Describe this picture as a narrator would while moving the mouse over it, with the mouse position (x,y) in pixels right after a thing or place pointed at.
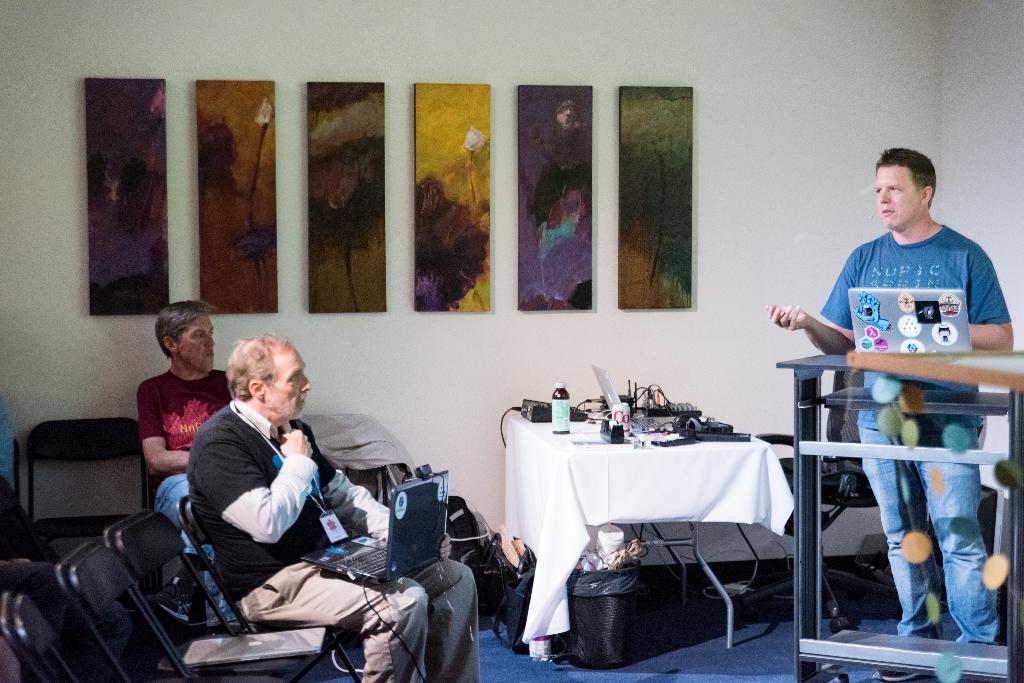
On the right side of the image (904,572) there is a man (927,466) standing. There is a podium (810,368) placed before him. On the left (279,488) there are two people (285,507) sitting on the chairs (202,549). In the center (536,442) there is a table (592,471), we can see laptops (614,396), bottles (555,419), wires (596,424) and headset (690,434) placed on the table (652,496). In the background (365,276) there are photo frames (429,243) which are attached to the wall (616,264).
